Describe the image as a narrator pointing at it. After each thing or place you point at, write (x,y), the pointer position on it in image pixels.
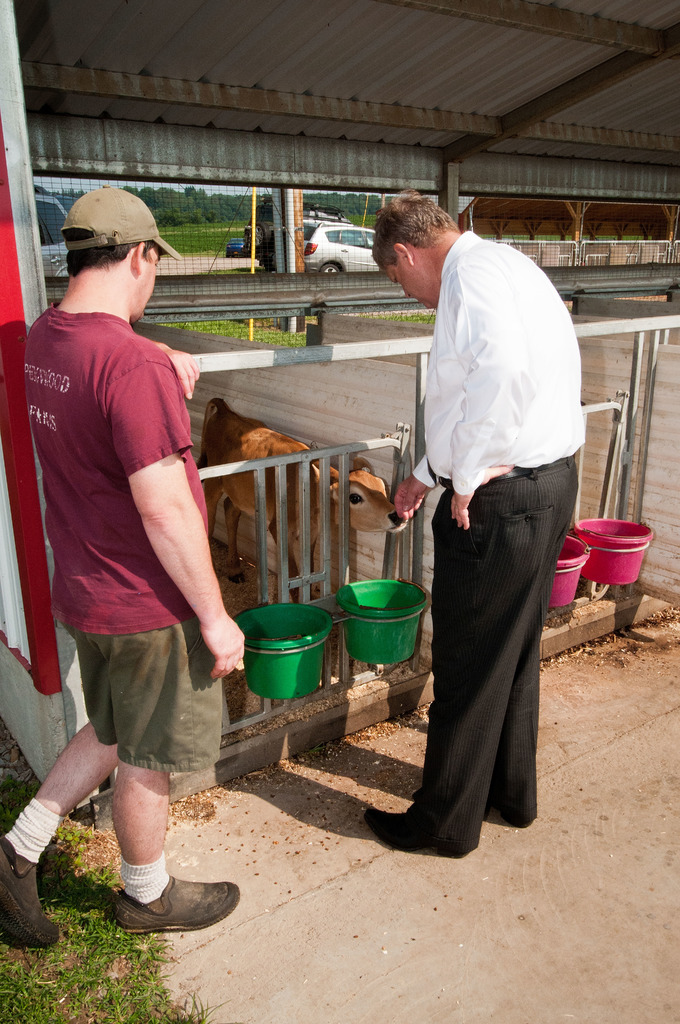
The man (513,549) in white shirt (478,410) and black pant (524,589) is feeding the calf (378,492). In front of him, we see four buckets (564,603) which are in green and pink color. Beside him, the man (175,524) in maroon T-shirt (91,472) is standing. In the left bottom of the picture (94,938), we see grass (91,906). In the background (225,235), we see a fence (294,275) and cars (327,246) parked. At the top of the picture (280,173), we see the roof (354,63) of the shed (182,93).
